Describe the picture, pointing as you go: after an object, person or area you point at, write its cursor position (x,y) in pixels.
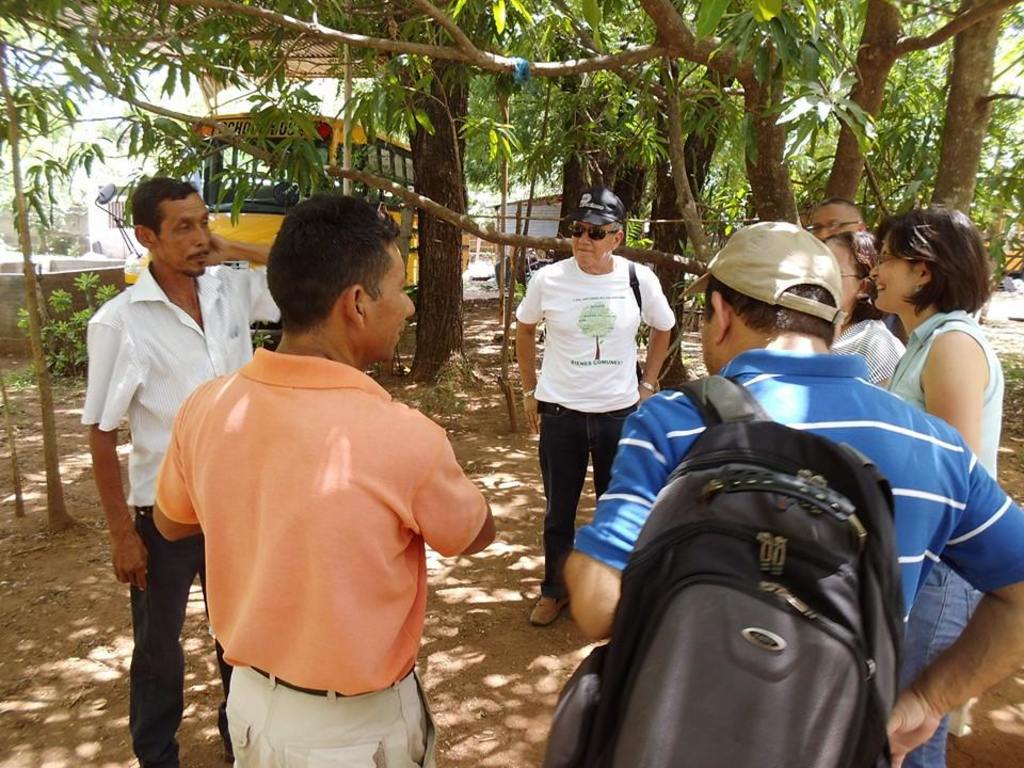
In this image I can see a person (653,487) wearing blue t shirt (815,377) and black bag (729,531) and another person (308,504) wearing orange t shirt (312,521) and white colored pant (296,740) are standing on the ground (437,692). In the background (773,156) I can see few other persons (165,319) are standing on the ground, few trees (624,44) which are green and brown in color, a yellow colored vehicle (365,163) and few buildings (271,82).
